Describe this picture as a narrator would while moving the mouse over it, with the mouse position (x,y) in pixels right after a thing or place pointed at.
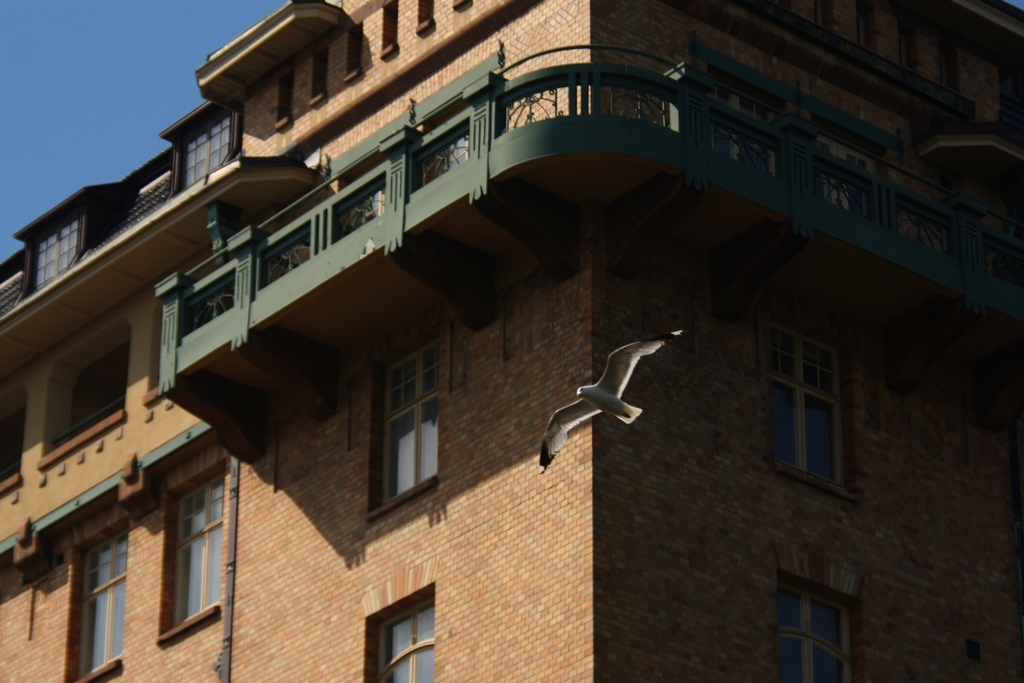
In this image I can see the building (151,494) with windows (392,495) and the railing (336,233). In the background (86,128) I can see the blue sky (92,117).
